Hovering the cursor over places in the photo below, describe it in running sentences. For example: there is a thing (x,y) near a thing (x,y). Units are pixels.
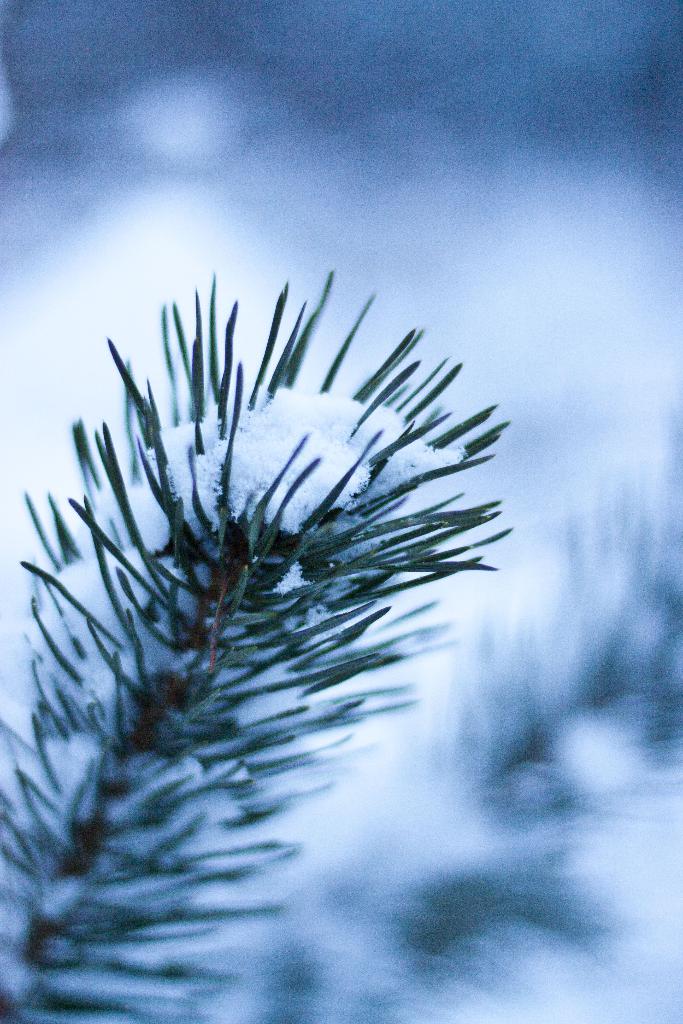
In this picture we can see a pine branch (219,685) in the front (233,680), there is some snow (383,491) on the branch (393,531), we can see a blurry background (173,96).
